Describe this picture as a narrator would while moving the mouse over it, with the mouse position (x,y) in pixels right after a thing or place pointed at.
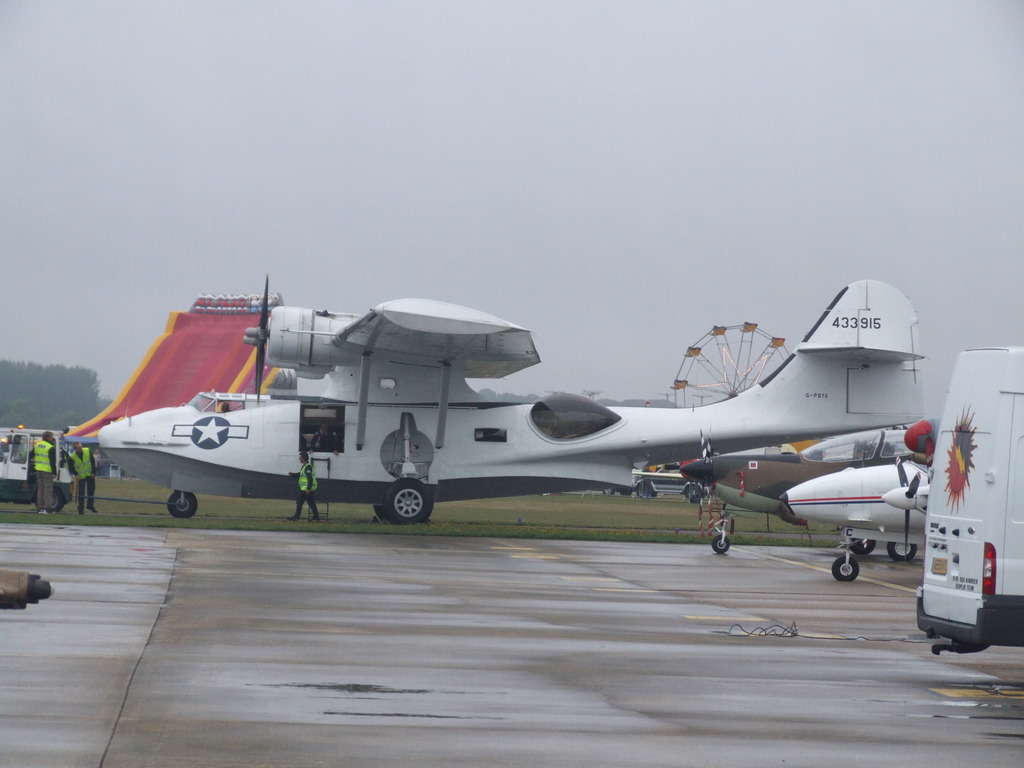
In this image we can see airplane (238,479), vehicles (23,450), a vehicle (24,469) on the ground (278,501) and a vehicle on the road (787,663), in the background (717,383) we can see an object (726,353) looks like a giant wheel (698,363) and a red color object (181,361) looks like building (193,335), there are few trees (47,374) and the sky (634,219).
